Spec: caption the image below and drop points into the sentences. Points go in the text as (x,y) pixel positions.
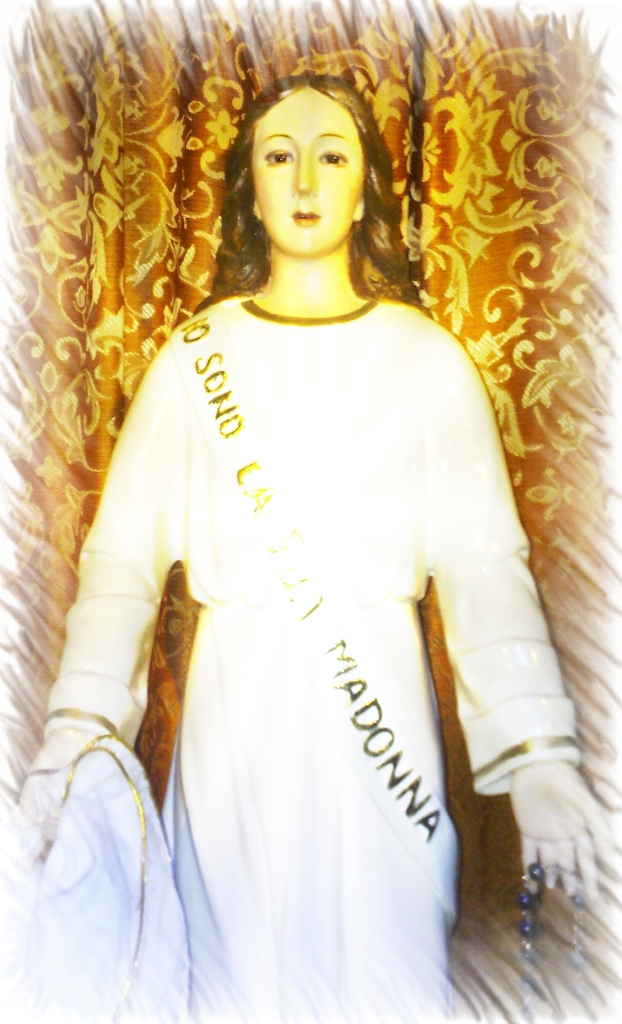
In this image I can see the statue (396,371) of the person (453,654) and I can see the brown color background (583,484).
